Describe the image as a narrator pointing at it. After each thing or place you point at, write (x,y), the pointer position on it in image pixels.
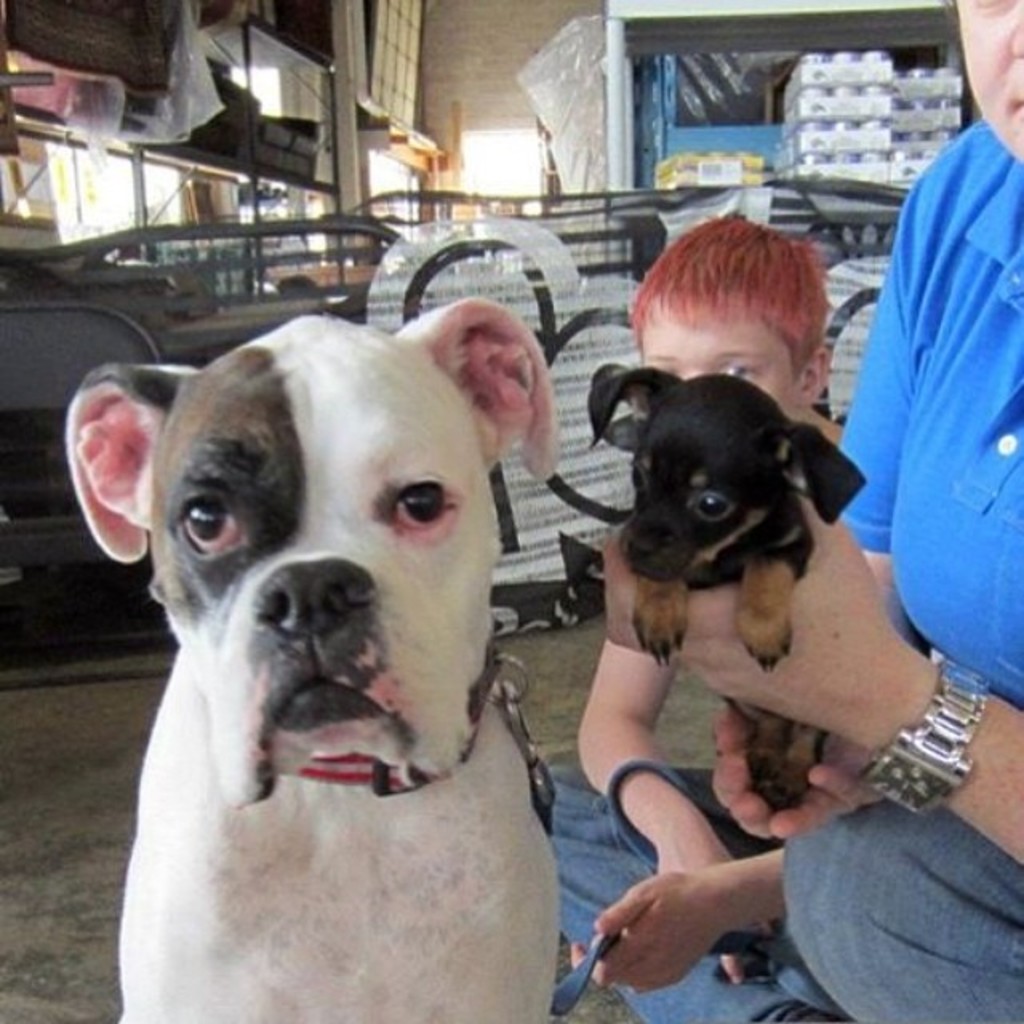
there is a dog (294,840) and at the right (859,420) there are 2 persons (924,537). the person (931,662) at the right most corner (860,611) is holding a small puppy (683,506).
